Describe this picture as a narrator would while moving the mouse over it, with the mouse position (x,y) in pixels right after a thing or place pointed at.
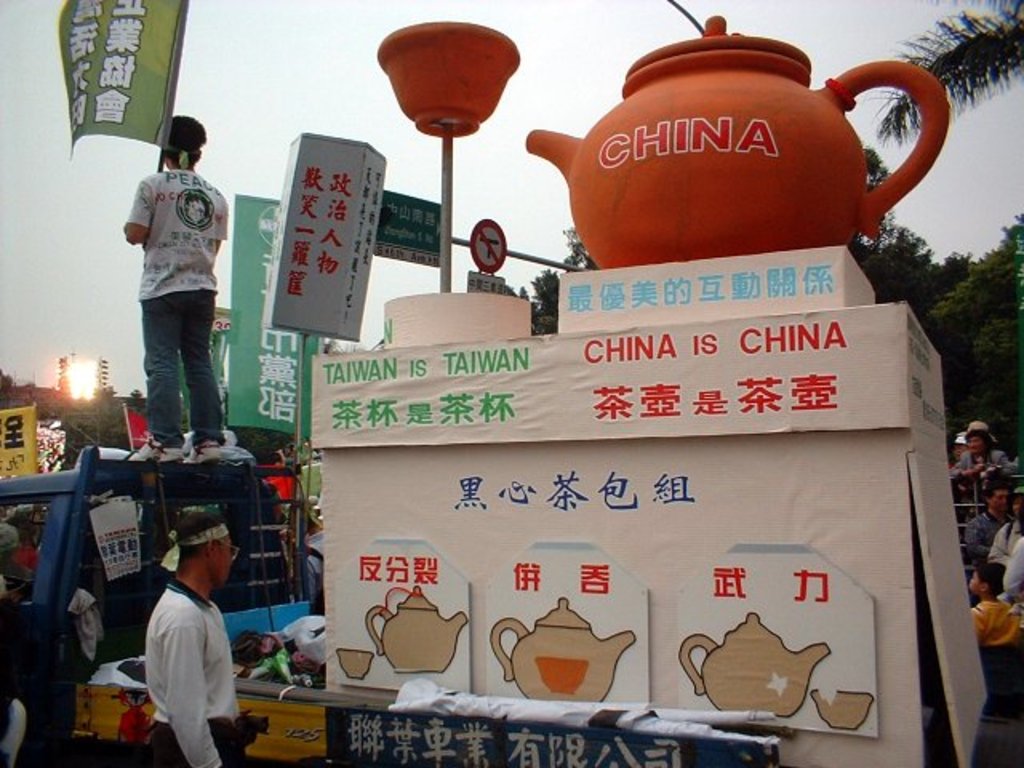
In this image I can see the parade float (848,314) with sculpture of tea pot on the top (930,141) beside that there are banners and person (183,319) standing on the top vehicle (258,503), also there are some people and trees (987,39) at the back (316,523).
